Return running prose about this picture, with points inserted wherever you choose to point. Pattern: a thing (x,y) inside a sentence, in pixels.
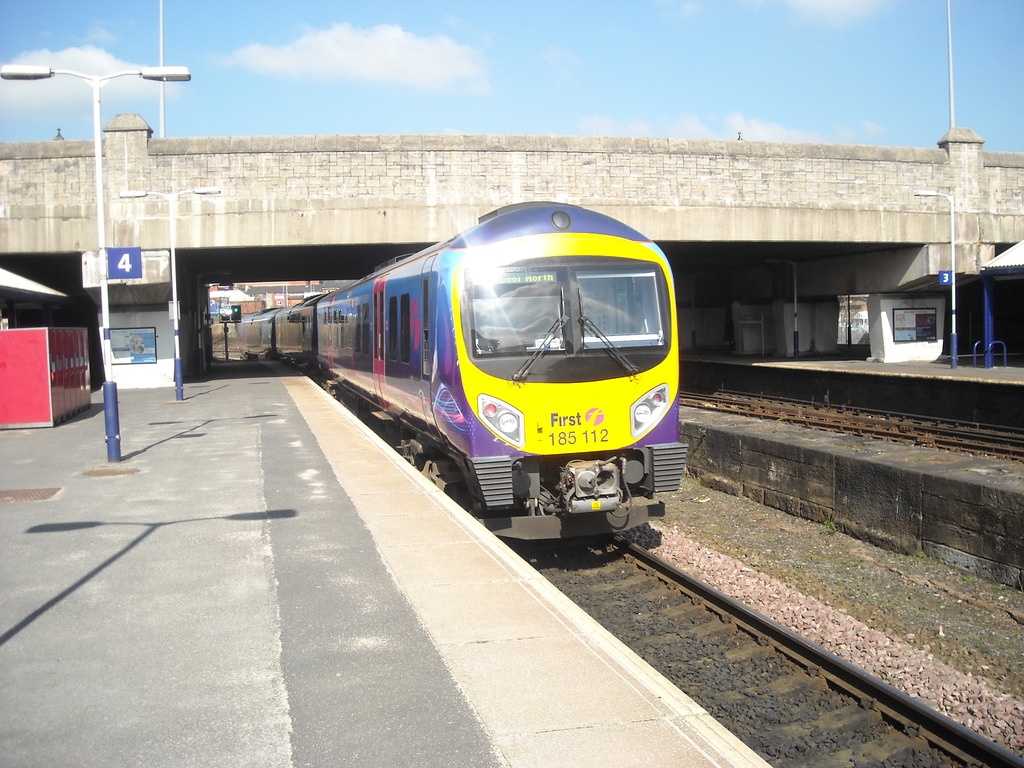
In this picture there is a train (449,376) in the center (458,412) on the railway track (617,538) and with some text (597,439) written on it. On the left side (110,317) there are poles (105,344). There is a red colour container (47,373). On the top (388,185) there is a bridge (609,169) and on the left side (170,195) there are poles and there are walls (786,327), there is a tent (1012,272) and the sky (282,115) is cloudy.
